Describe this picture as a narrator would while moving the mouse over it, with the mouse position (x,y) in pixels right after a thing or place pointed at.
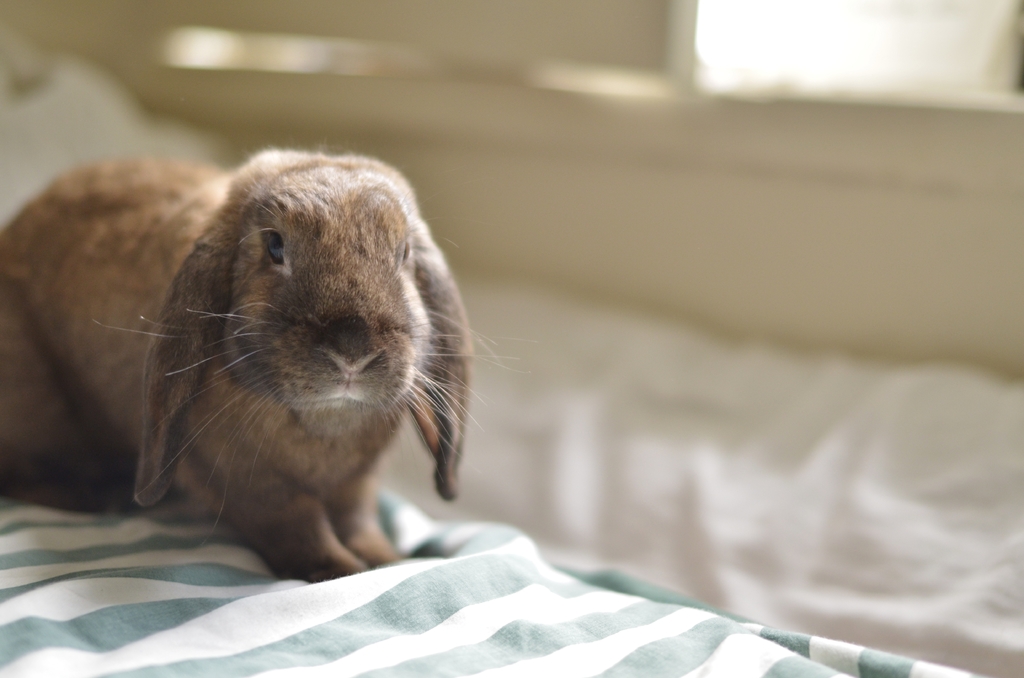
In the image there is a brown rabbit (325,468) sitting on a bed sheet (377,593) and the background of the rabbit (308,550) is blur.
